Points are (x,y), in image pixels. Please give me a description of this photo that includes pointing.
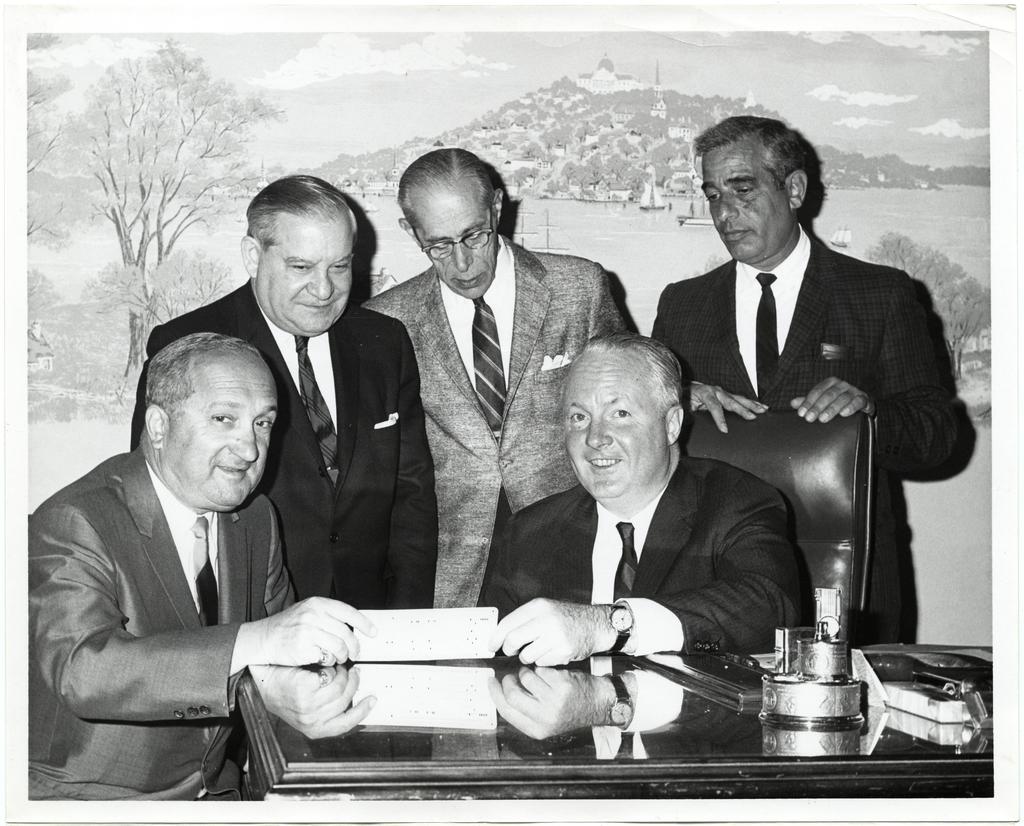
This is a black and white image. In this image we can see many persons (416,512) at the table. On the table (253,764) we can see some objects (885,698) and book (729,677). In the background (72,325) there is a painting (362,68).
